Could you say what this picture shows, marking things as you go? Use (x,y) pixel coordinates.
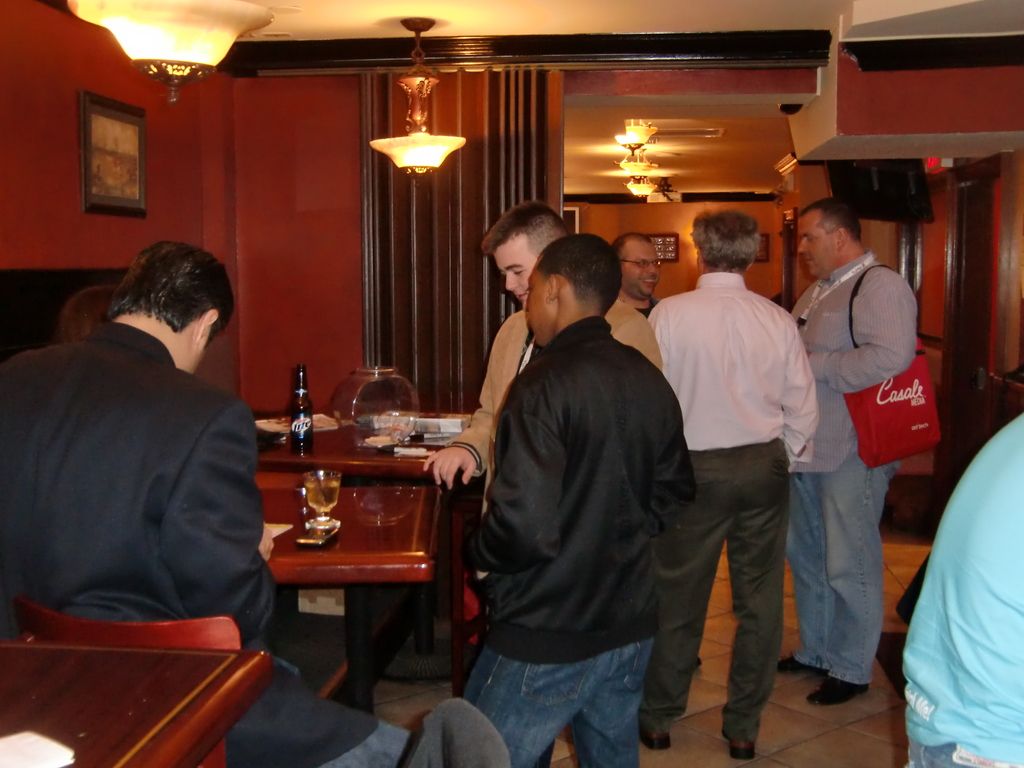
There is a group of people (735,698). There is a table (224,656). There is a plate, glass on a table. On the right side (848,597) we have a one person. He's wearing a bag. We can see in background (458,163) curtain (467,188), photo frame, lights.
